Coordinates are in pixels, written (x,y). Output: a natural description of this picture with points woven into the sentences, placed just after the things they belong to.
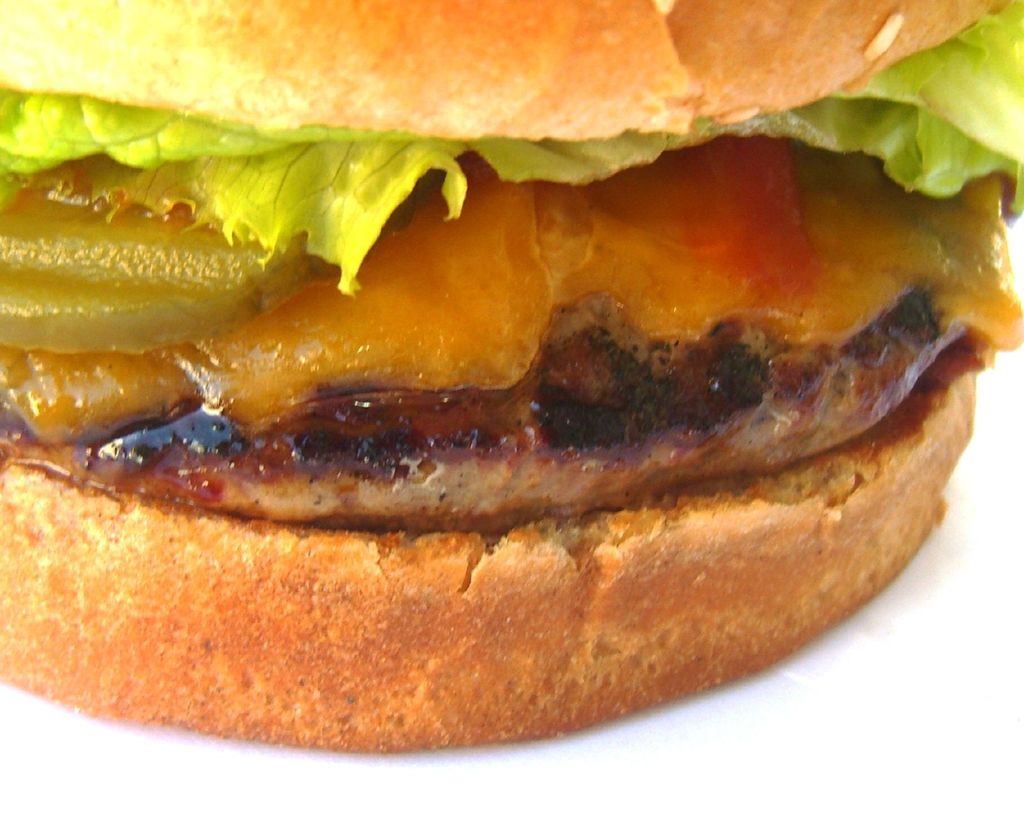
In this image there is a burger (316,479) with lettuce (355,248), sauce (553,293) and meat (480,448).
